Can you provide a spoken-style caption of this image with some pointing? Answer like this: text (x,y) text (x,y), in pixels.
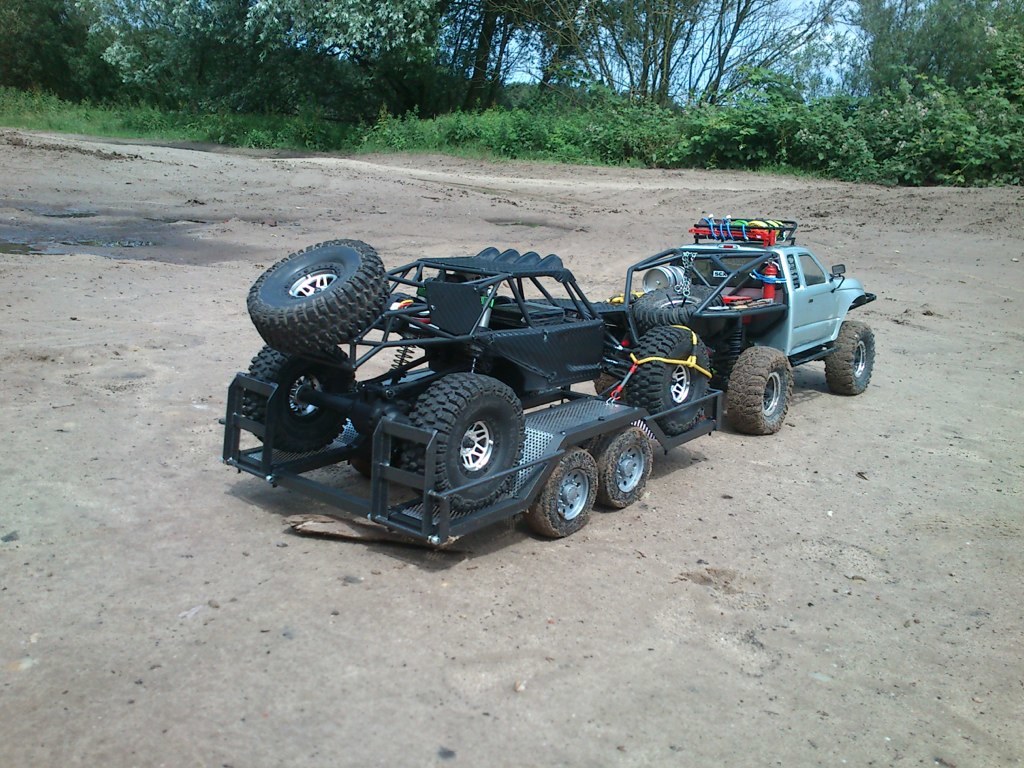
In this image, we can see vehicles (615,415) on the road (479,685) and in the background (696,122), there are trees (562,79) and plants (744,118).
